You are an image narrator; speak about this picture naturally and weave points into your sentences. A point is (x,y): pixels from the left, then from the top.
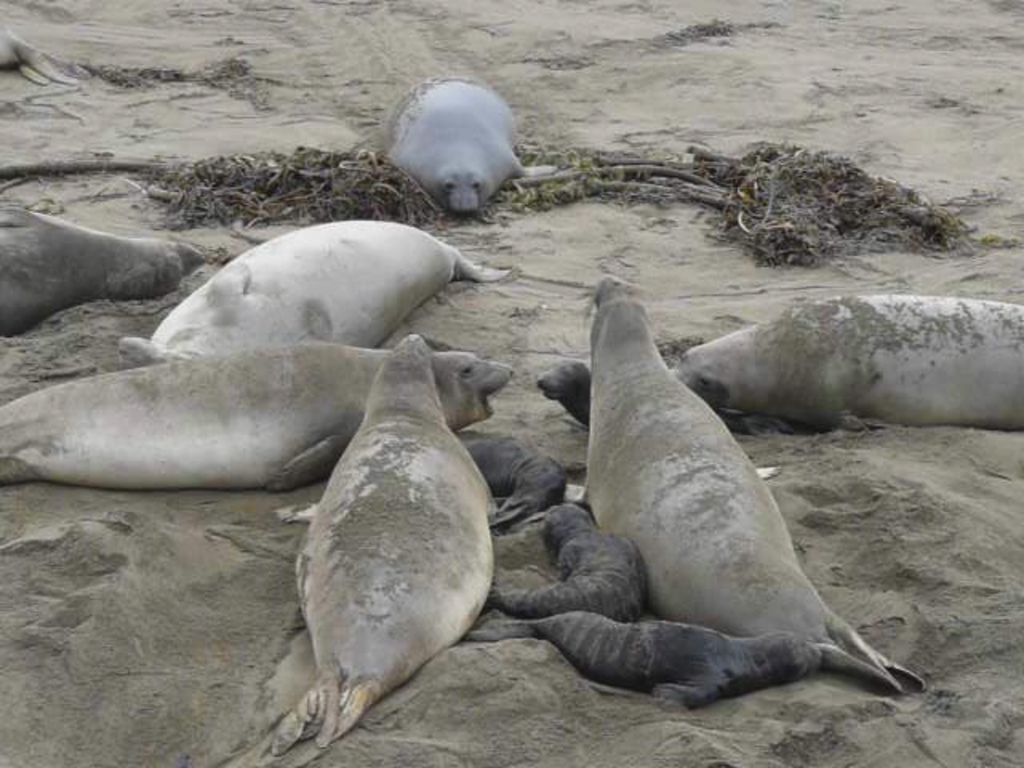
In this image I can see there are seals (639,500) and baby seals (639,630) in the sand (36,745).
